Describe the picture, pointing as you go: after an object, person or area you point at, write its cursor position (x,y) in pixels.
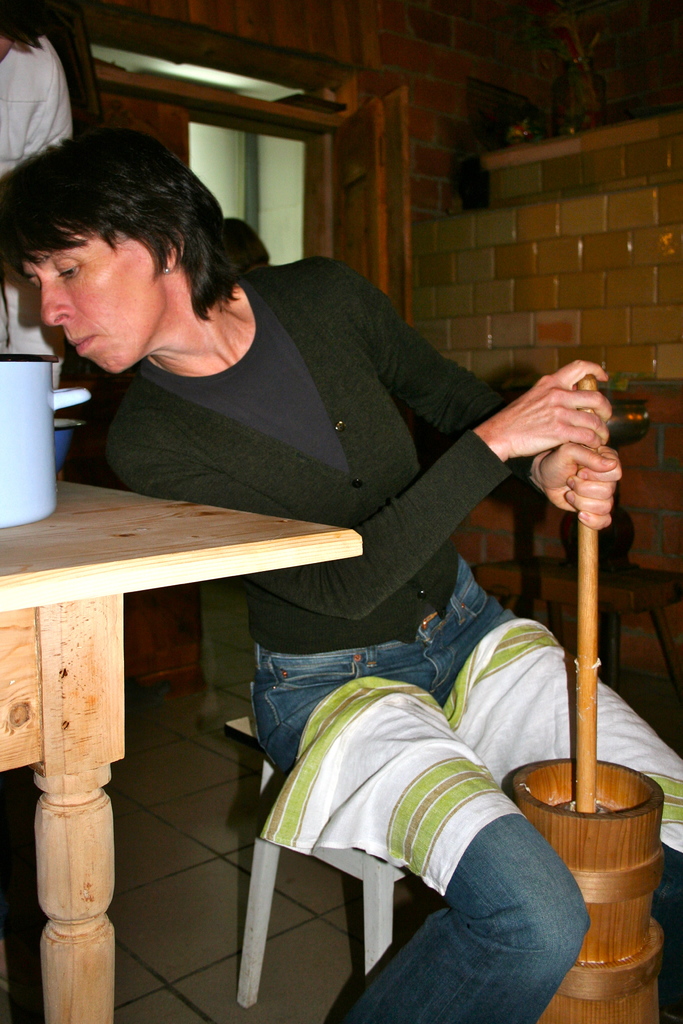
In the image in the center (347,461) we can see one lady (342,472) sitting on the chair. In front of her there is a table (114,579) and she is holding something in her hand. And back we can see brick wall (450,156).
